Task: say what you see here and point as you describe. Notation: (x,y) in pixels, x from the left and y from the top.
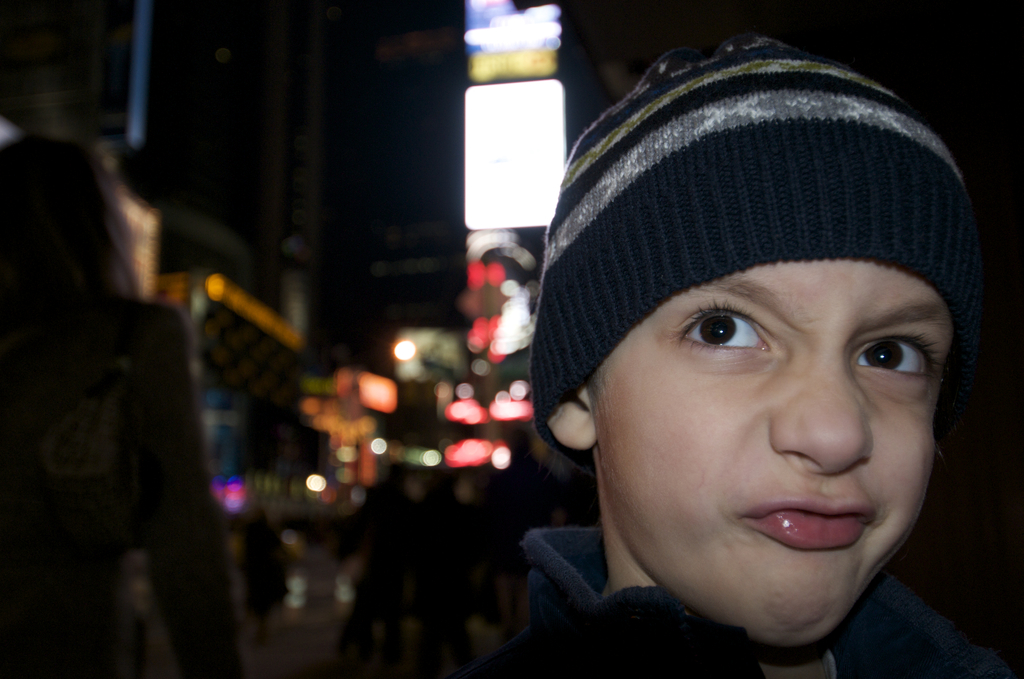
In this image we can see a kid (661,468) with skullcap (770,197), behind him there are few other persons (166,496), buildings (306,291) and some lights (474,68), and the background (90,327) is blurred.
